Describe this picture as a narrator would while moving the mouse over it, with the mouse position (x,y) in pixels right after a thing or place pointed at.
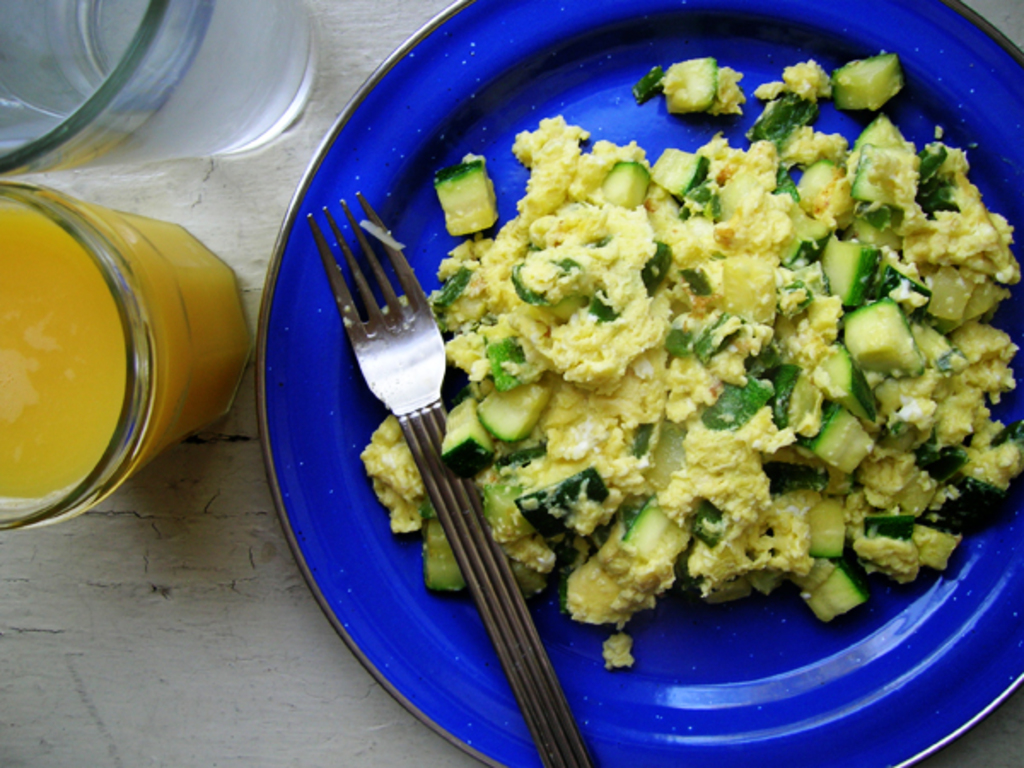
In this picture I can see couple of glasses (106,228) and I can see food (666,377) in the plate (309,300) and a fork (440,479) and it looks like a table (258,169) in the background (1010,758).
